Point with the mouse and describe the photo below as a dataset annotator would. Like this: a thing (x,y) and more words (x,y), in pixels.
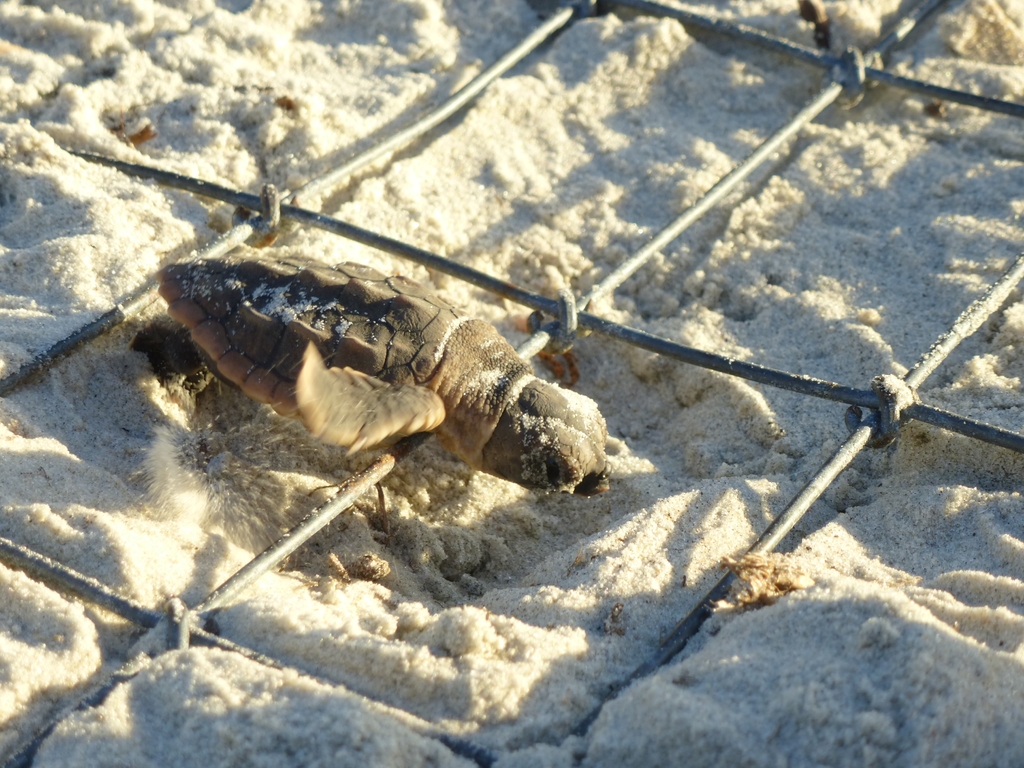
In the foreground of this image (468,409), it seems like a turtle (288,364) on a mesh (311,531) which is on the white sand (966,587).
